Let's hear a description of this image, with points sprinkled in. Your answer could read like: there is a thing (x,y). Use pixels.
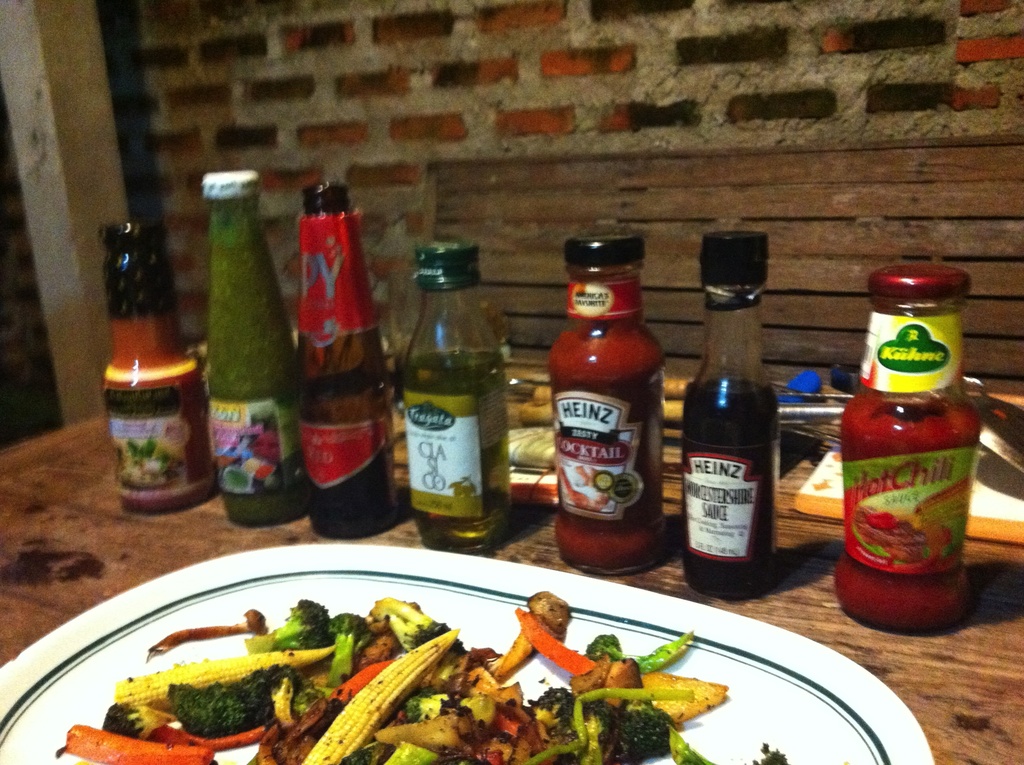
This picture shows bottles (125,395) and some food (103,758) in the plate (227,596) on the table (93,546).
